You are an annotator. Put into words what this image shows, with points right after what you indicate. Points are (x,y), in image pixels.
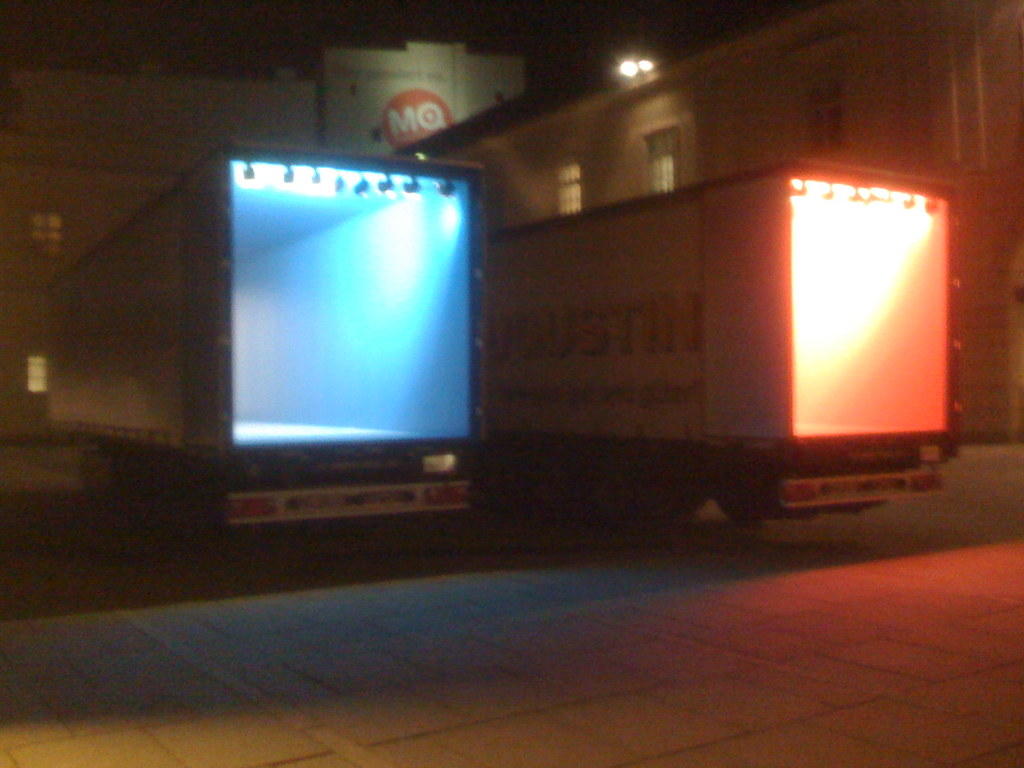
In this image in the center (446,374) there are two vehicles (602,406), and in the background (965,95) there are buildings (551,123) and lights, at the bottom (536,638) there is a walkway (364,638).
